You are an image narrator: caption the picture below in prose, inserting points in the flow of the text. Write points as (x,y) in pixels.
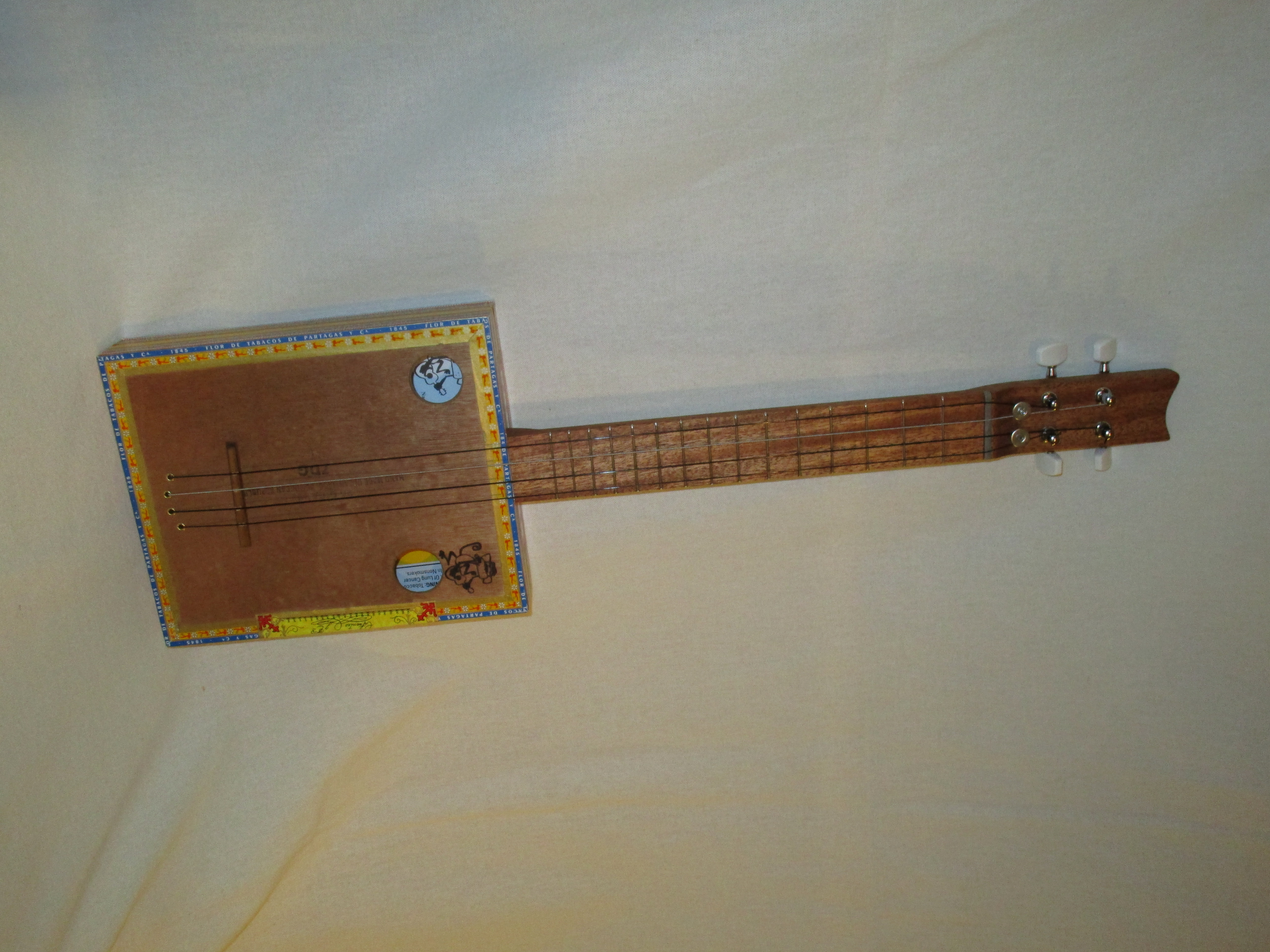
In this image there is a guitar (478,457), in the background (287,184) there is a white curtain (88,222).
